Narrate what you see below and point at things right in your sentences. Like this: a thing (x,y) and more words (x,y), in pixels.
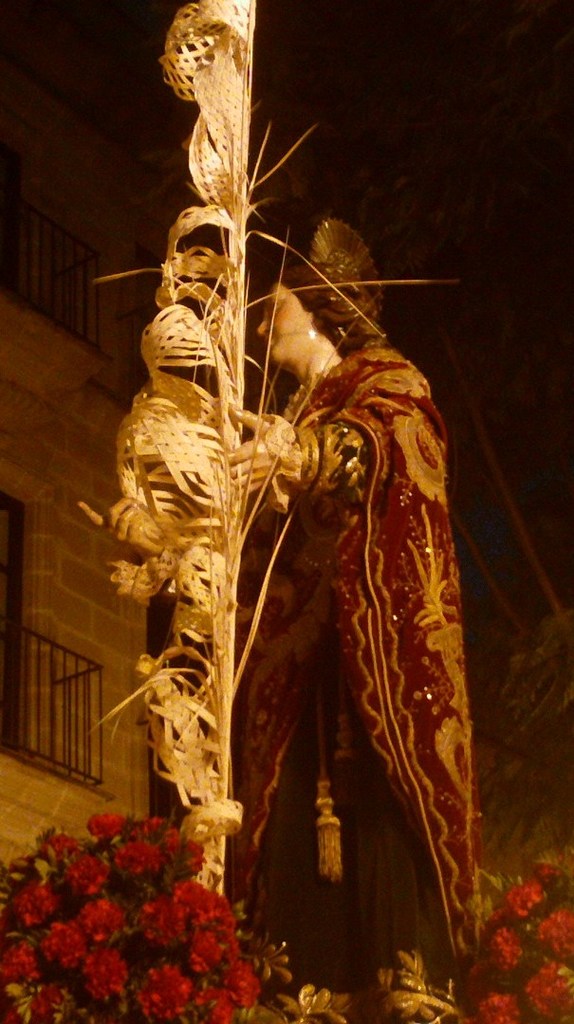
In the middle of the image (314,532) there is a statue (343,552) of the person (343,529) with red cloth (325,394) on it. In the statue hand (294,455) there is a decorative item (174,739). And to the left (97,959) and right bottom corner of the image (508,895) there are a bunch of red flowers (190,949). And to the left corner of the image (93,359) there is a building (85,595) with walls (40,592), balconies (32,636) and doors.
